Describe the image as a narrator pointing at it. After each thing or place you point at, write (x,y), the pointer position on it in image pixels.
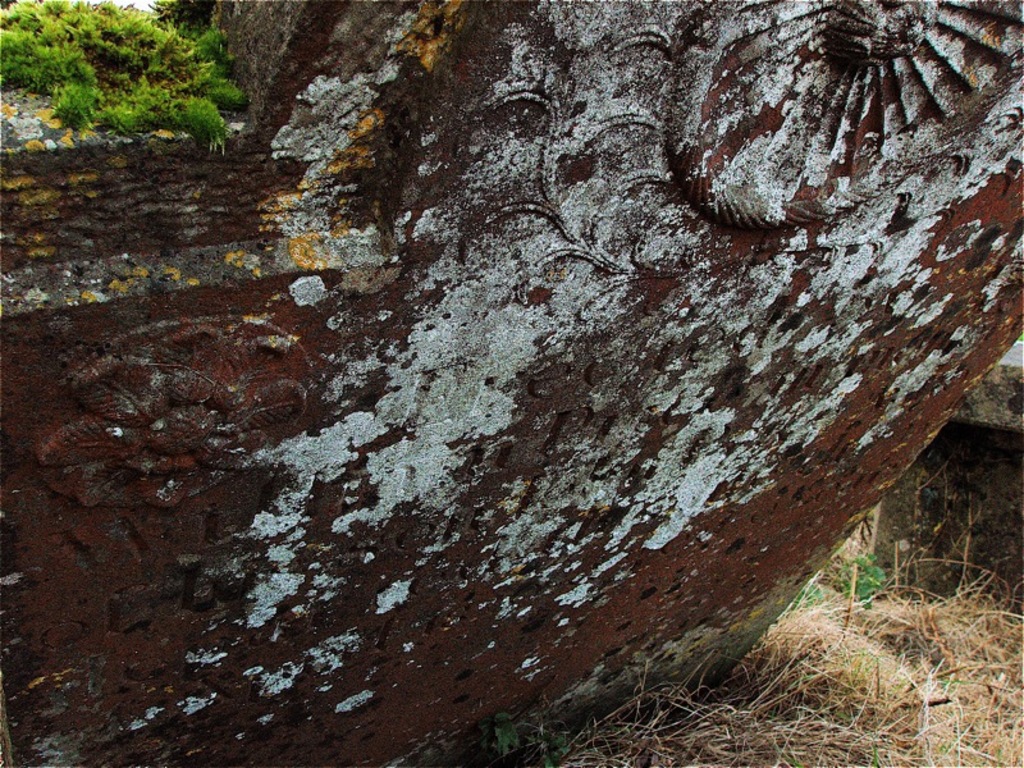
In this image I can see the stone (387,342). On both sides of the stone (621,365) I can see the grass (182,100). I can see the grass (812,667) is in green and brown color.
